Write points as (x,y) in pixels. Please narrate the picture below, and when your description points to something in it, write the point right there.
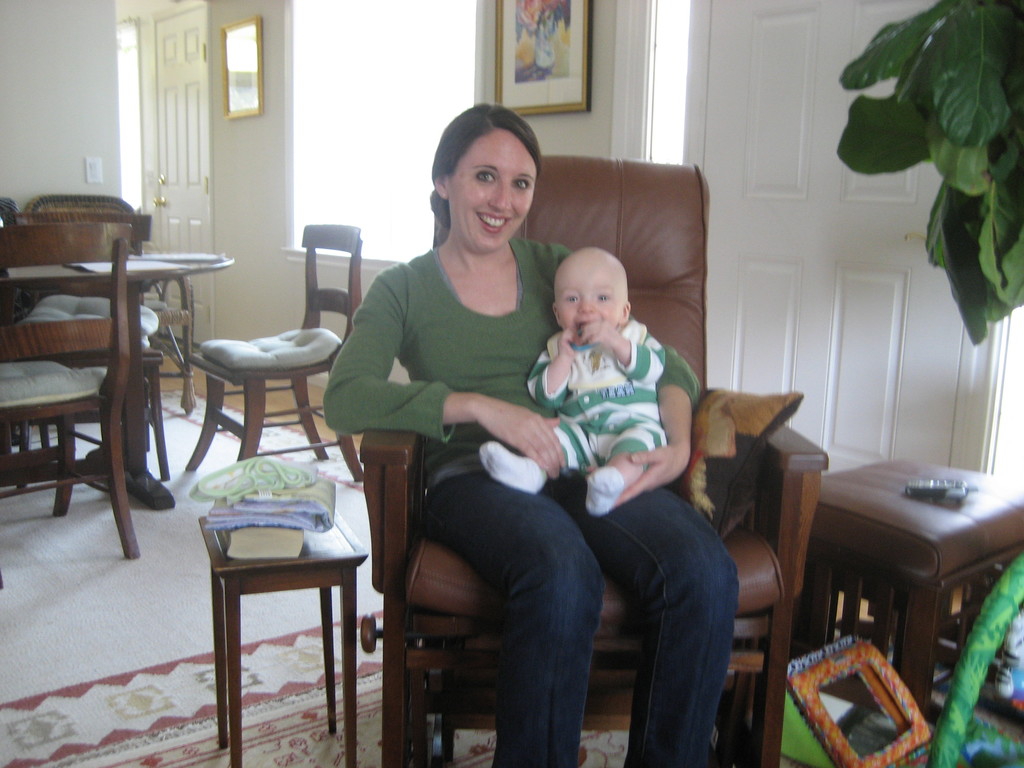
In this picture we can see woman (451,336) sitting on chair (606,596) holding child (618,363) in her hand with pillow (765,403) on it and she is smiling and beside to her we can see tables (269,571), cloth (296,492), books (270,535) on it, door (726,107) and at back of her we can see wall (279,76) with frames (542,54), chair (161,312).
